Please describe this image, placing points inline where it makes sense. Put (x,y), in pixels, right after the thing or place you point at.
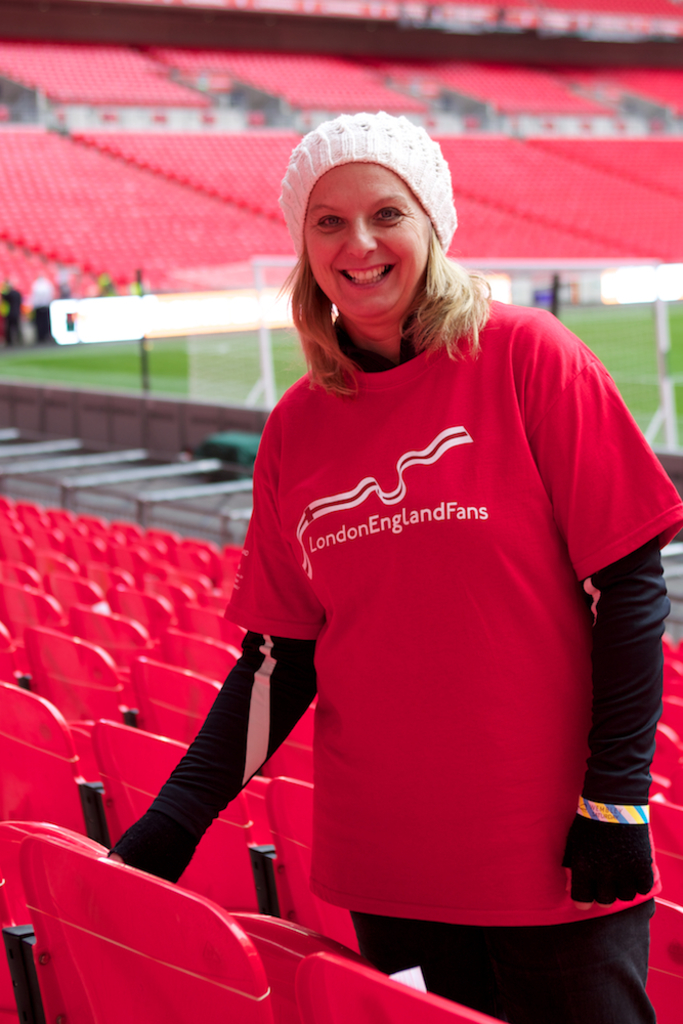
In the foreground of the picture (492,470) there is a woman (496,890) standing and there are chairs (136,614). The picture is clicked in a stadium (396,74). In the background (63,225) there are chairs (297,82). In the center of the picture (267,398) there is a football goal post (671,391) and football ground (651,343).
